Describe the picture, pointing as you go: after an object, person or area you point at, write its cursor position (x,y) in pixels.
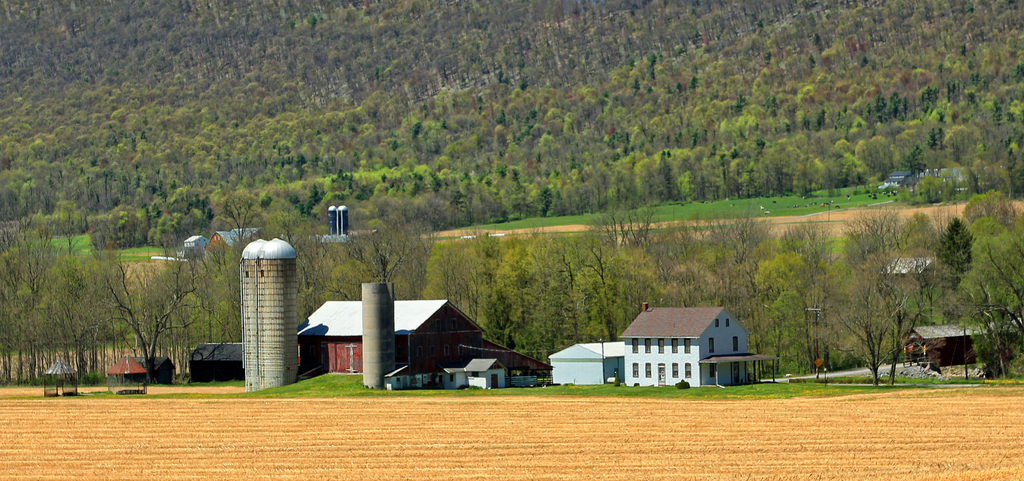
In this image in the front (650,362) there are houses (355,335) and in the background (545,343) there are trees (609,177). On the left side (316,390) in the front (349,391) there's grass (332,386) on the ground (332,386) and there is dry land (417,422) in the front (638,438).
